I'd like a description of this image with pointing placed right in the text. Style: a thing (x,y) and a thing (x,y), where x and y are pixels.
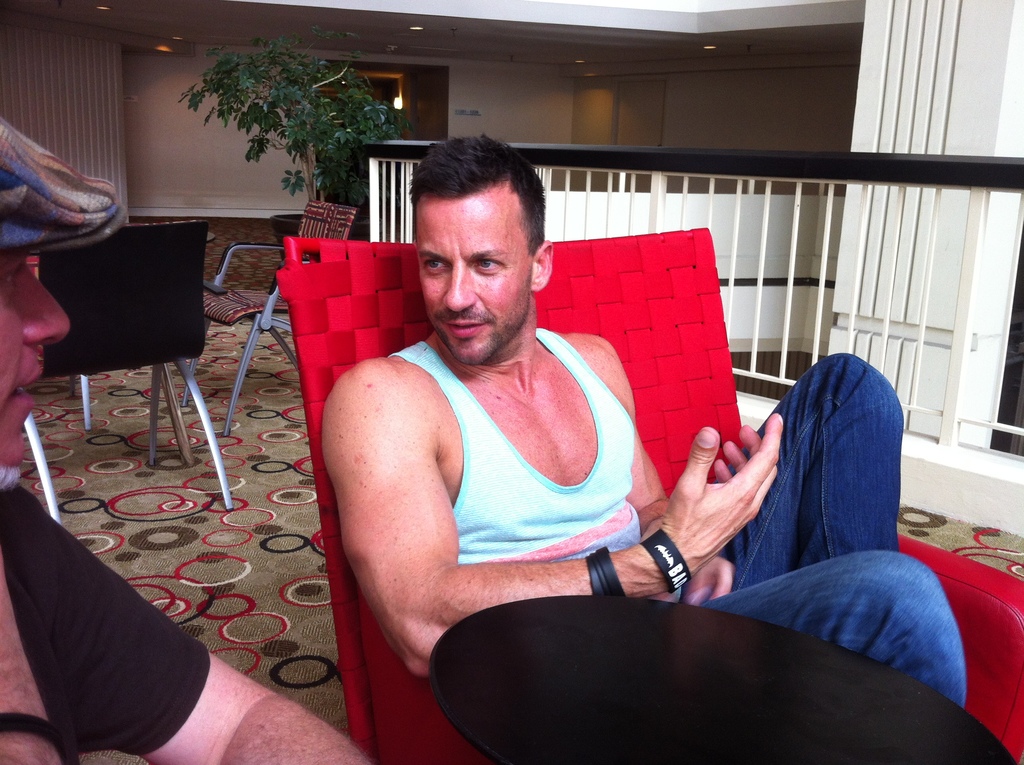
In this image there is a man (365,362) sitting in chair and on the left (21,734) there is another person (102,677), chair (212,433), plant (360,182), door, carpet (190,548).
